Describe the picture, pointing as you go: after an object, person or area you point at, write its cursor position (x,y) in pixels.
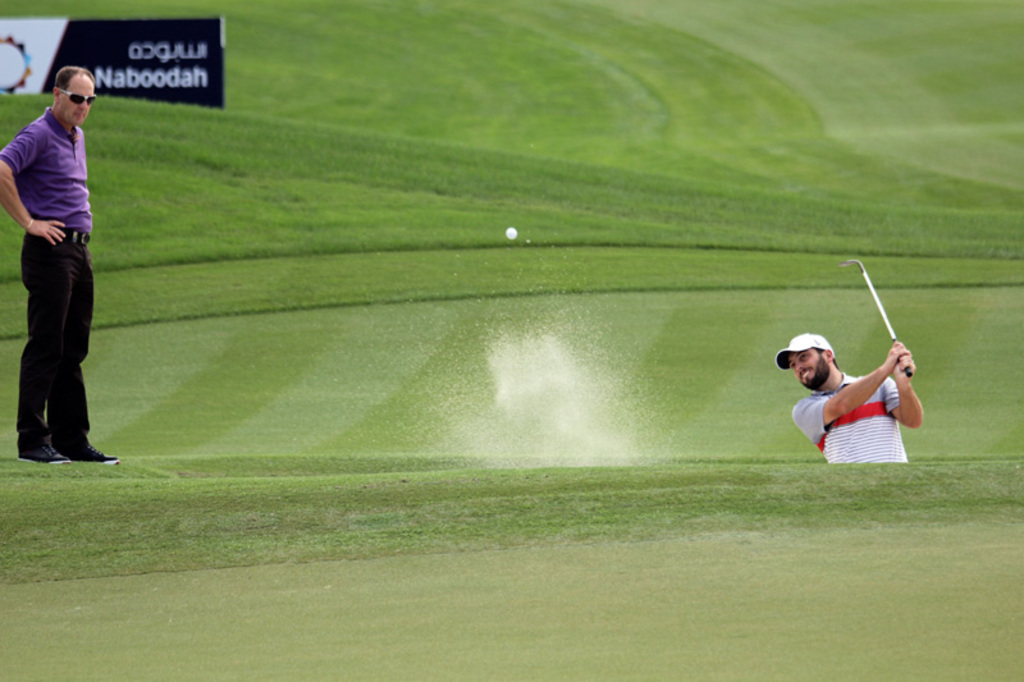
On the right side (851,422) a person (834,392) wearing cap (812,340) is holding a golf stick (870,291) and playing golf. On the left side (70,248) there is a person (55,120) wearing goggles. And there is a grass lawn (457,430). Also there is a golf ball (512,237). On the top left corner (105,43) there is a banner (140,74).
